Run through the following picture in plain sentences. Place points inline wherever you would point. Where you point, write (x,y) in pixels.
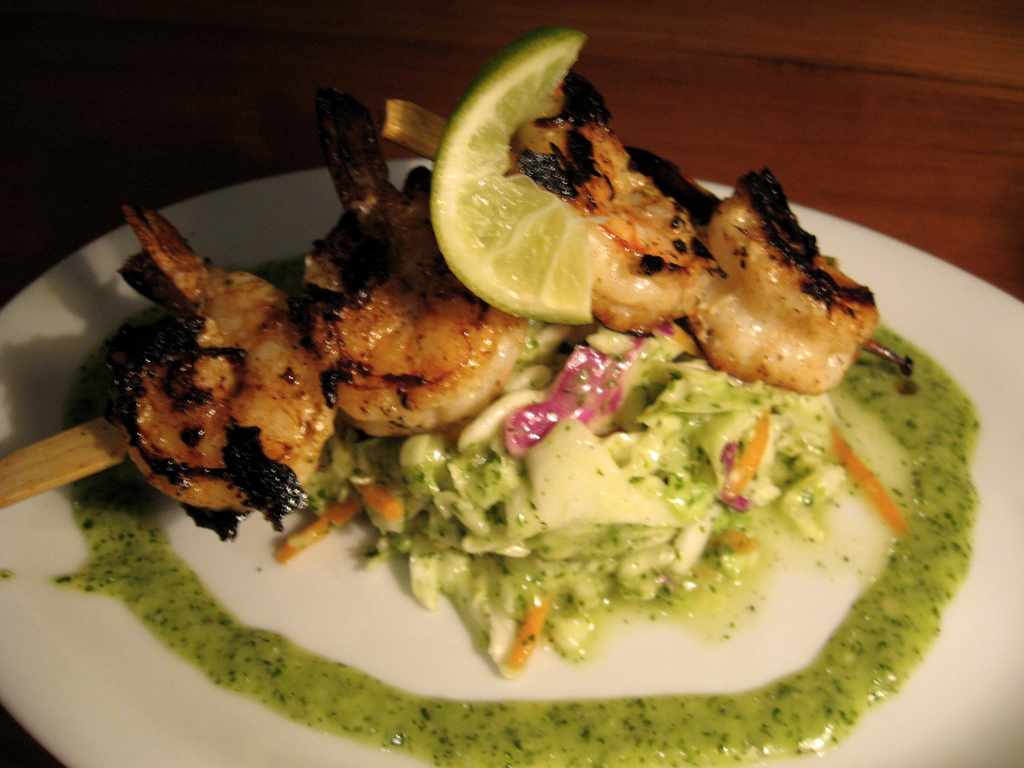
In this image we can see some food (488,583) containing a lemon slice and the sauce (250,635) in a plate (379,583) placed on a table (801,189).
